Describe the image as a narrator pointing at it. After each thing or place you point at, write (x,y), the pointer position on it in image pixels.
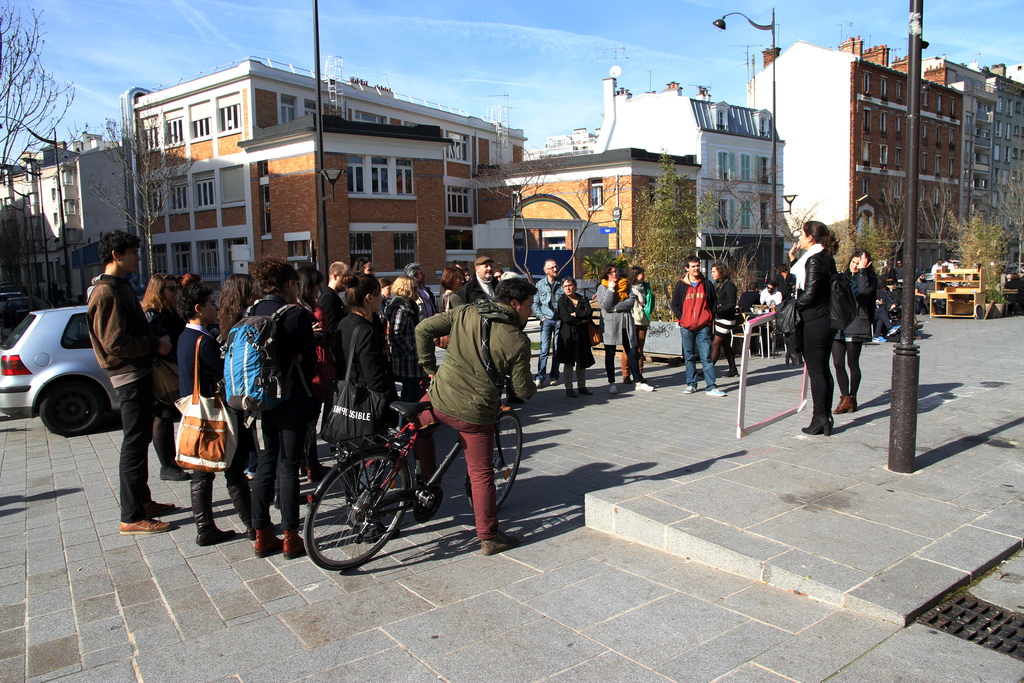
In the image we can see there are lot of people (572,300) who are standing on the road (40,472) and at the back (345,142) there are lot of buildings (709,170) and trees (964,239) and the sky (425,59) is clear.
